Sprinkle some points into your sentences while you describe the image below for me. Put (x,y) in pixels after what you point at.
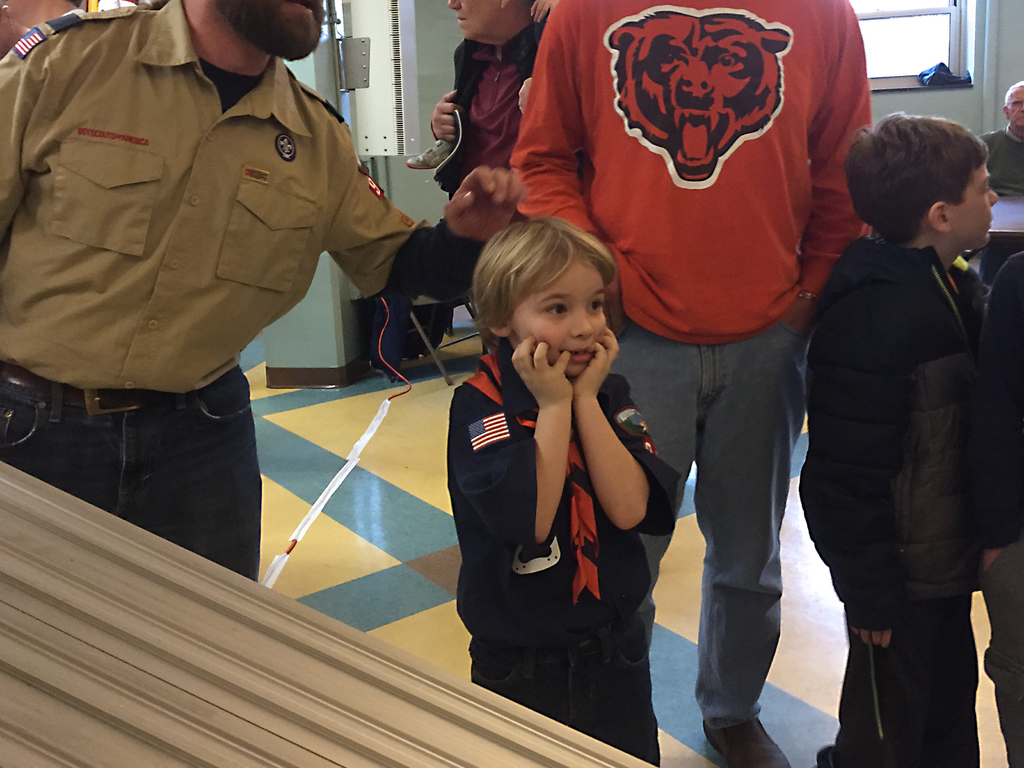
On the left side of the image (200,334) we can see a person (172,384) wearing uniform type of dress (224,254) and standing there. In the middle of the image (674,313) we can see a person (769,223) wearing a red color dress (728,131) and an animal face (668,130) on the dress (623,222) is standing there and a boy (576,593) where he is seeing in the opposite direction. On the right side of the image (1012,134) we can see a person (1012,148) sitting on the chair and a window (924,53) is there back of him.
